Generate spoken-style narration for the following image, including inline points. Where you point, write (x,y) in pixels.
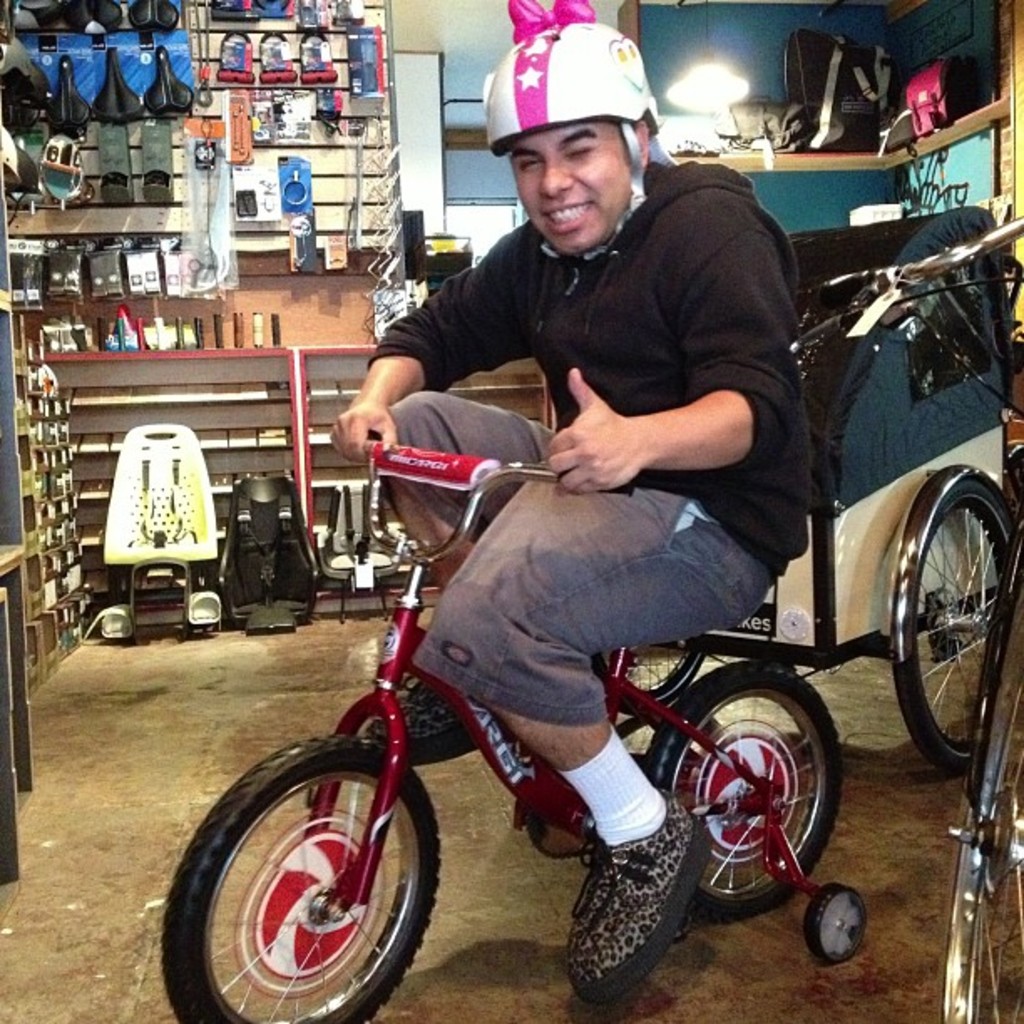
In this picture I can see a person (755,387) wearing helmet (554,105) and sitting on the bicycle (505,771), behind there are some things (78,259) placed, It looks like a shop (32,290).
